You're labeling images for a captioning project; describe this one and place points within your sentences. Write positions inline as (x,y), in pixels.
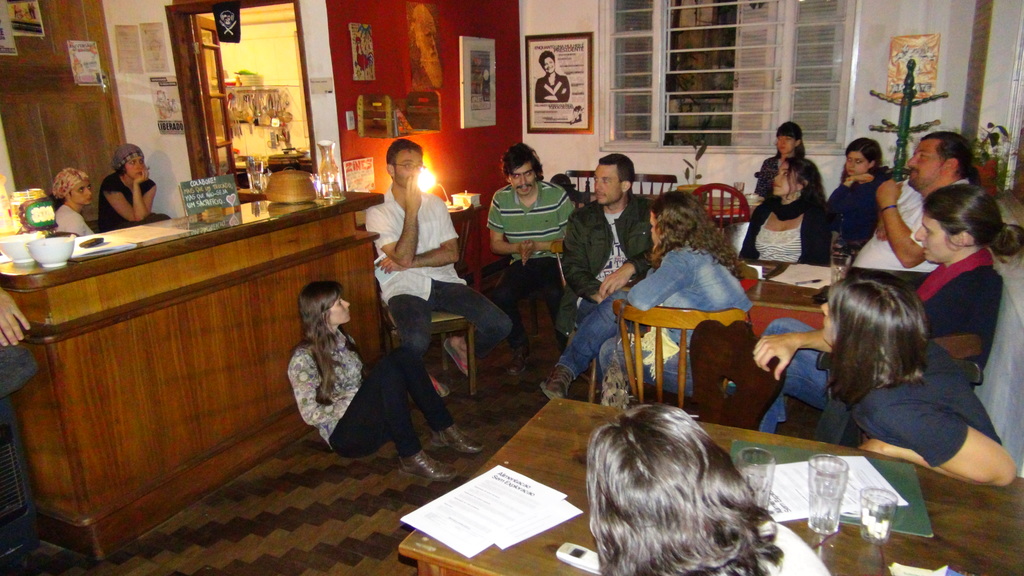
In this image I can see number of people (637,410) are sitting on chairs (741,420). Here on table (552,426) I can see few glasses (865,510) and few papers (803,470). In the background (520,103) I can see few frames (530,116) on these walls (479,23).
